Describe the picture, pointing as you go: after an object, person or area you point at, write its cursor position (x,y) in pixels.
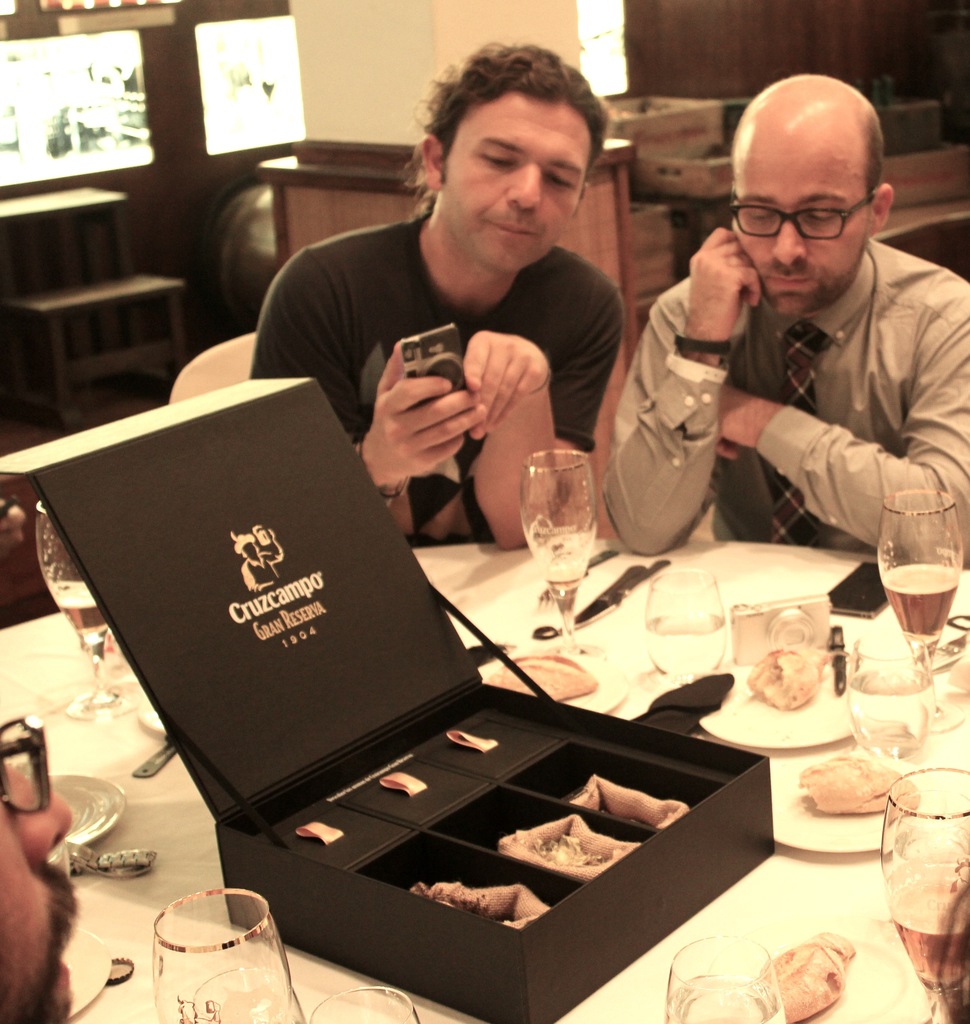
In this image we can see the people (424,310) sitting on the chairs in front of the dining table (495,613) and on the dining table (792,560) we can see a black color box (368,810), glasses (185,974), plates (802,728) of food items (852,798) and also a mobile phone (880,603). We can see a person (517,250) holding an object (438,346). In the background (289,72) we can see the stool (118,217), wall (428,17) and some other objects (682,174).
